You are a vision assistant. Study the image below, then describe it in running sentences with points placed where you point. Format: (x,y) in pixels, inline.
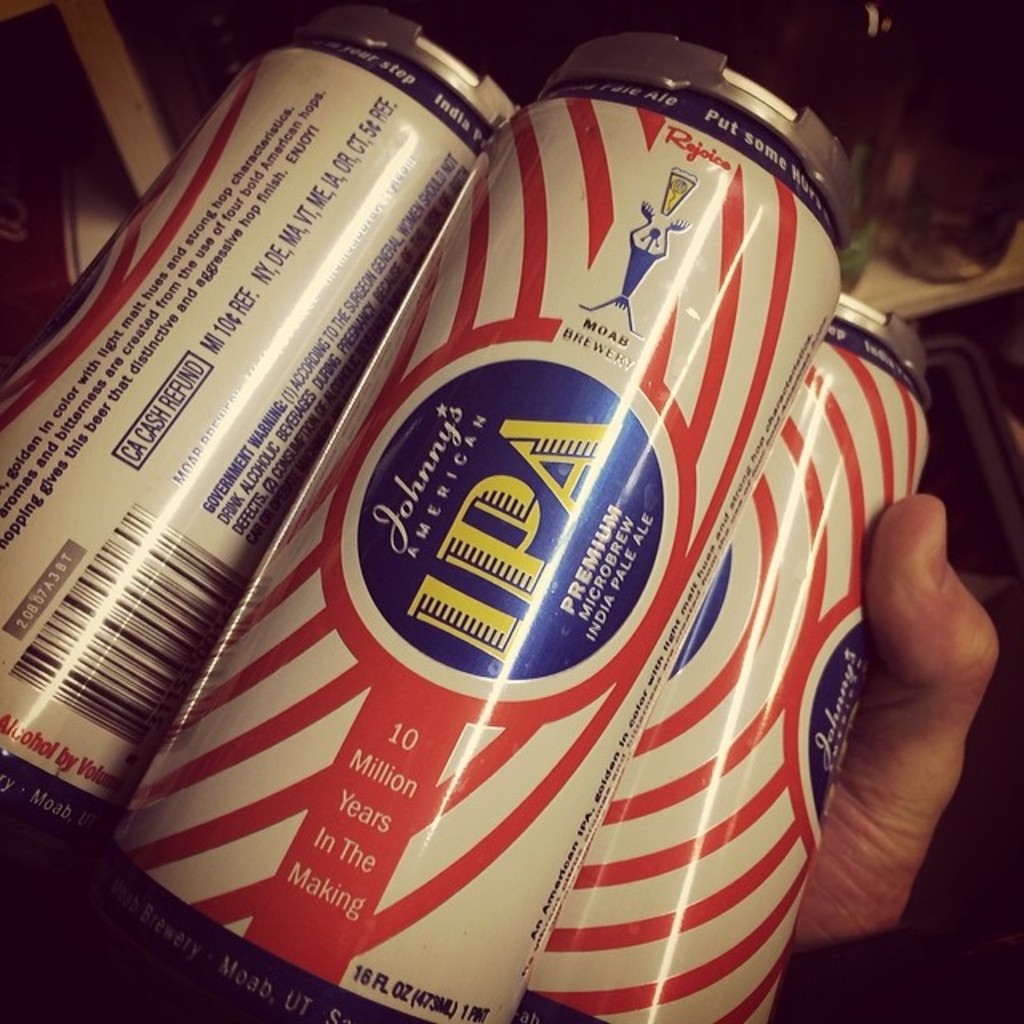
In this image we can see a person (848,810) is holding three tins (820,773) in the hand (903,841) and some text (169,439) was written on the tins (442,902).
